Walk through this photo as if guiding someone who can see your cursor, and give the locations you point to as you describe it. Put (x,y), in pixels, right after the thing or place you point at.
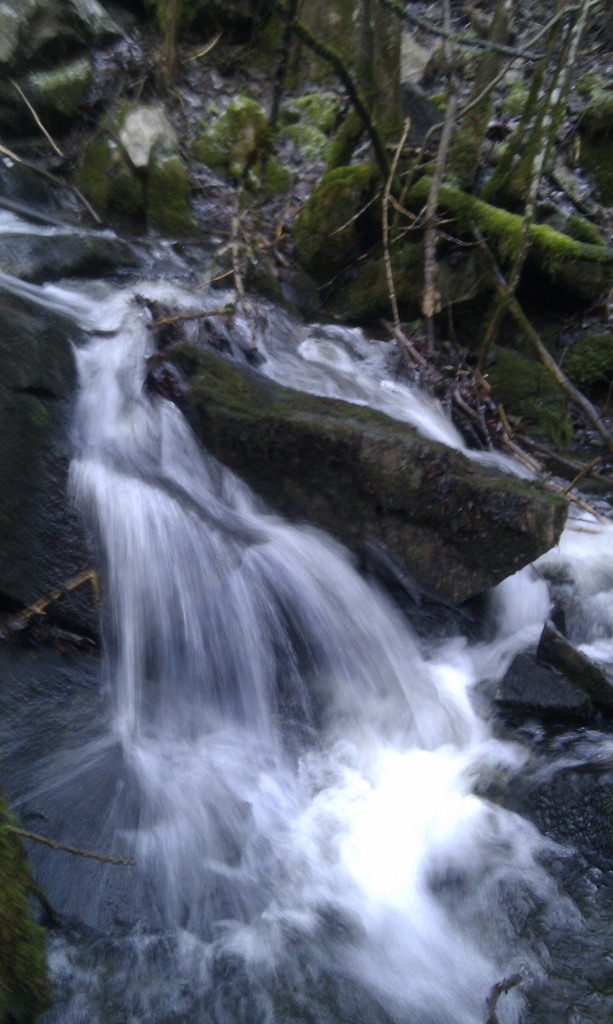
In this image water (558,752) is flowing on the rocks (321,520).
